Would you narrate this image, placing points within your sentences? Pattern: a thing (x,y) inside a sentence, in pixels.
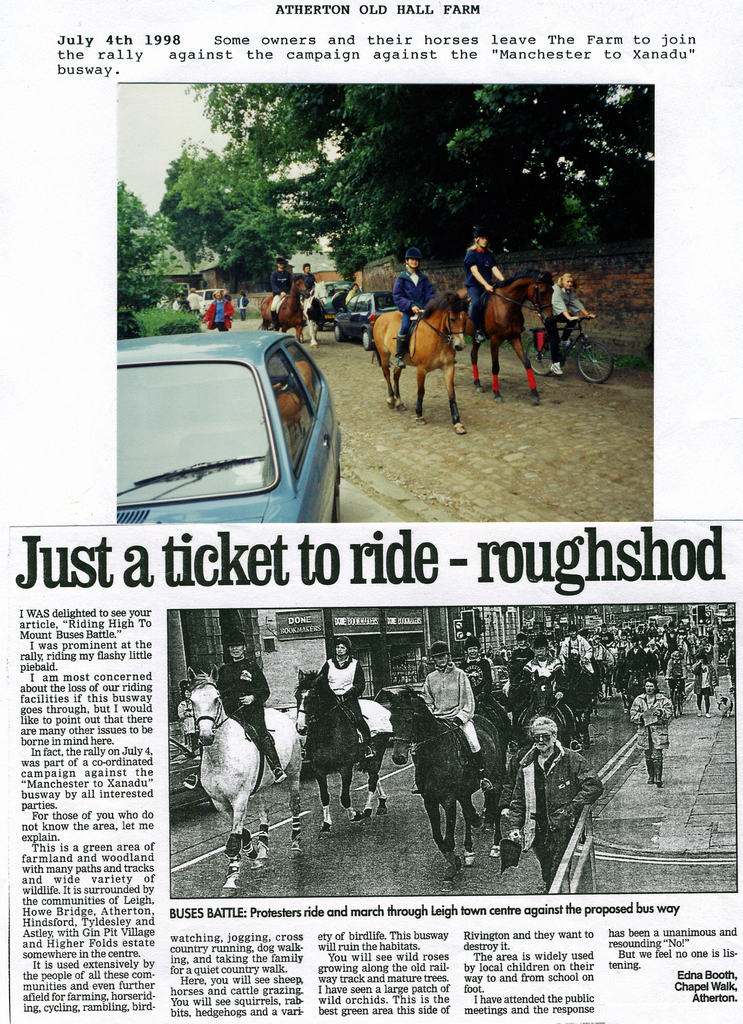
in this image I see pictures (341,467), where I can see number of horse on which there are people (402,293) sitting and I see few more people (542,793) who are on the path (425,511) and I see a car (258,428) over here and I see something is written and I see number of trees (310,99).
